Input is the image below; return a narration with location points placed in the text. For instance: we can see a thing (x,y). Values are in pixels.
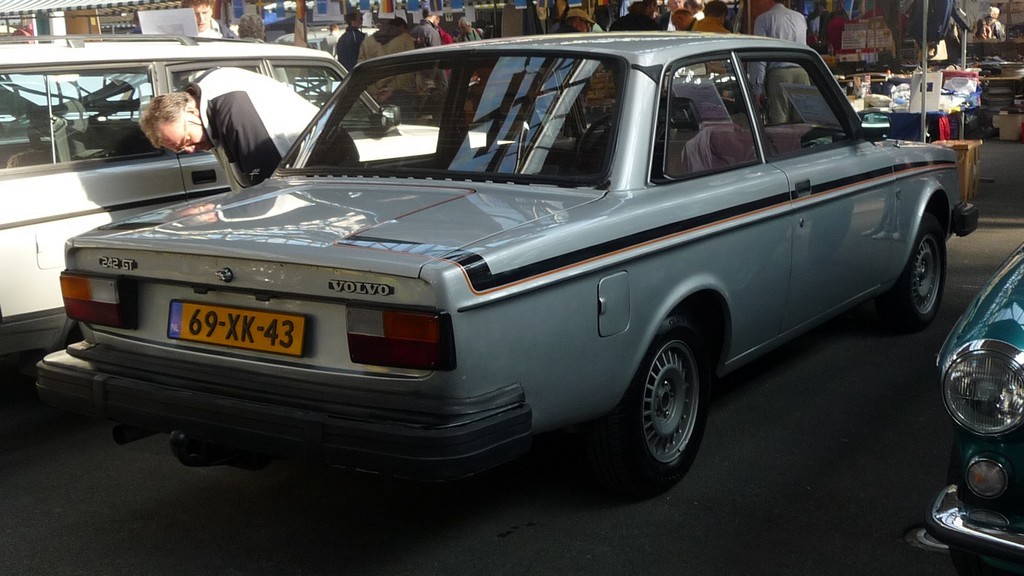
There are vehicles (1020,422) and a person (246,159) on the ground (348,510). In the background (329,20), there are persons (700,11) and other objects (919,96).
